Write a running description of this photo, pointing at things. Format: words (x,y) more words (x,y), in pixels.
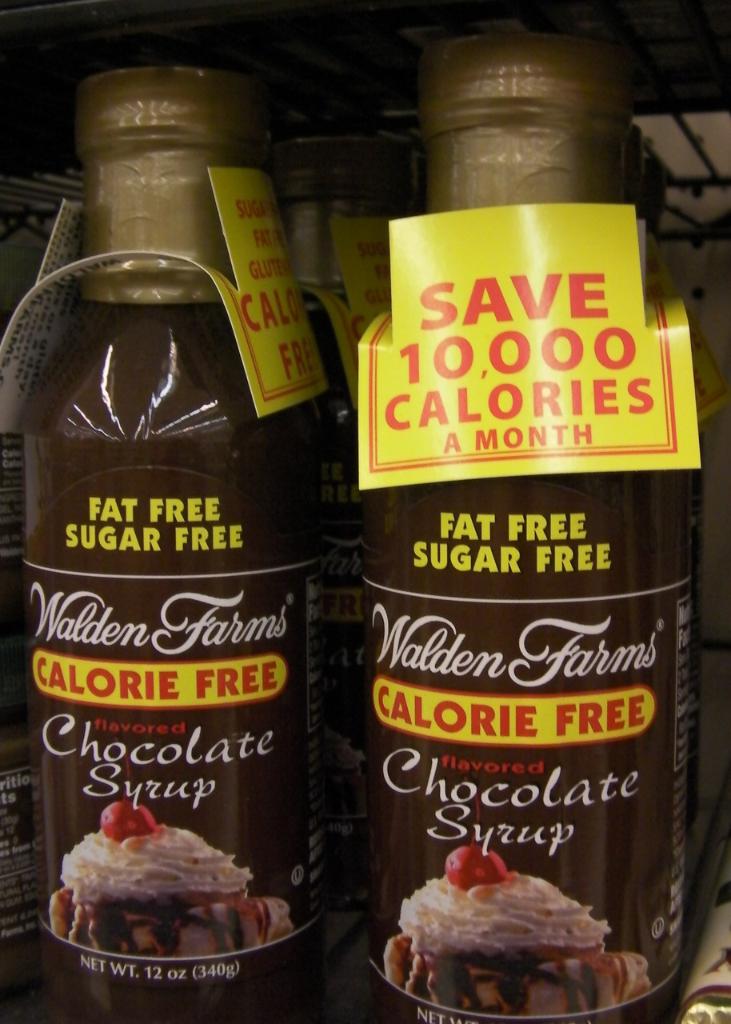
In this image, we can see so many bottles (530,569) with tag (471,386) and sticker (332,789). Top of the image (697,20), we can see a grill (283,74). Background (673,268) there is a wall (688,249) we can see.
